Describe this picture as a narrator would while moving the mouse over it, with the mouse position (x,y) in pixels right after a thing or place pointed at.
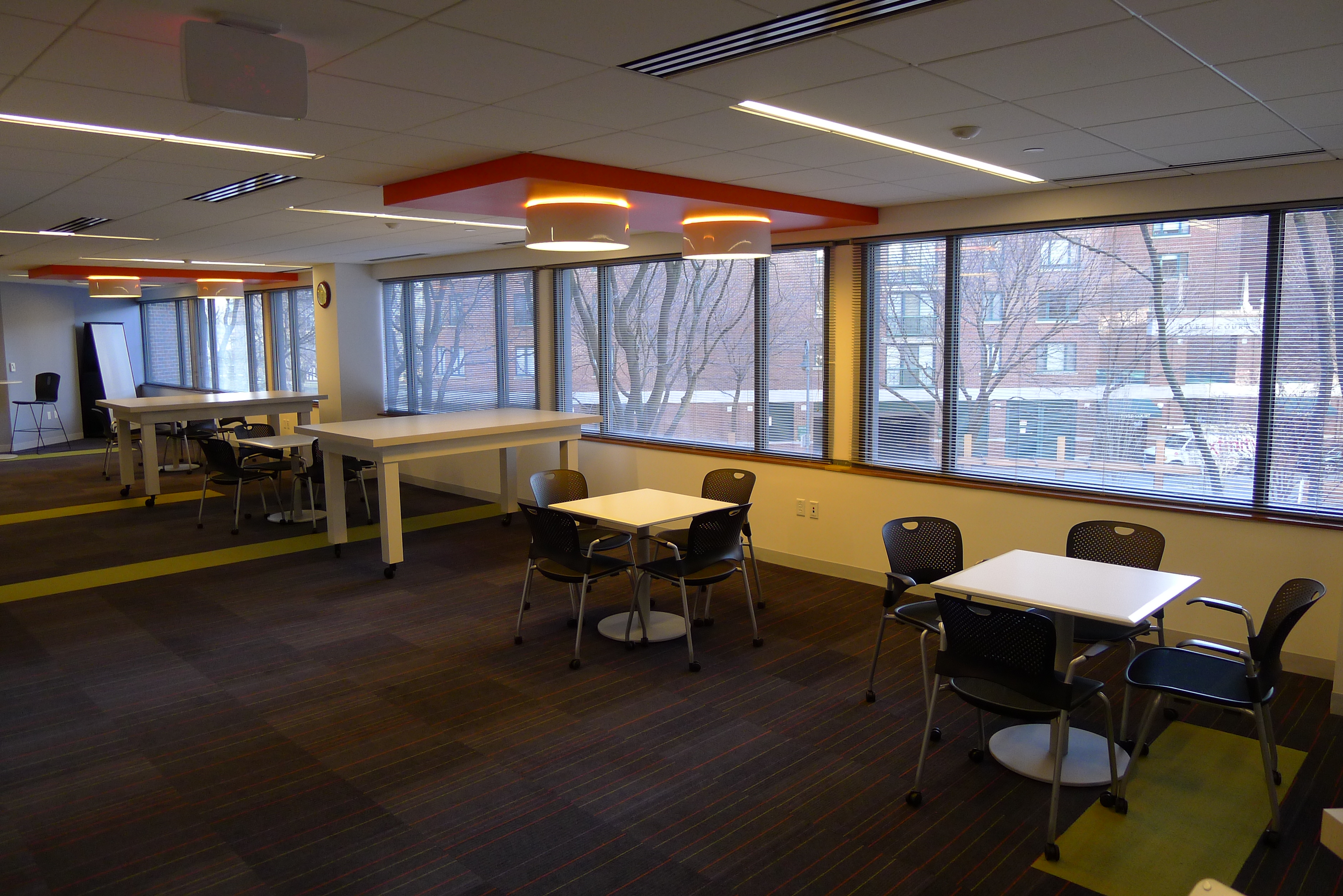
This is an inside view of a room (355,642). Here I can see some tables (323,430) and empty chairs (709,540) on the floor (474,701). On the top (875,140) there are some lights (567,208). Here I can see the windows (712,355) to the wall (841,459). Through the window (930,343) we can see the outside view. In the outside there are some buildings (1065,319) and trees (1026,299).
